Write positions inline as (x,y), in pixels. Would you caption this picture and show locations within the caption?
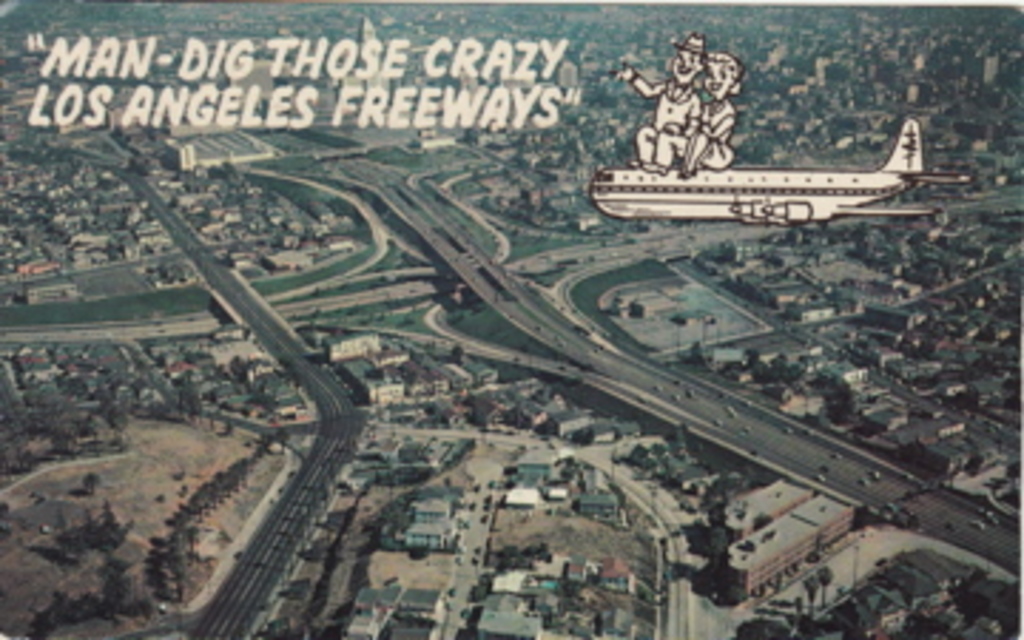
In the picture we can see a city (782,351) from the aerial view with roads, houses (134,249), buildings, trees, grass surfaces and written on it as man dig those crazy Los Angeles.
